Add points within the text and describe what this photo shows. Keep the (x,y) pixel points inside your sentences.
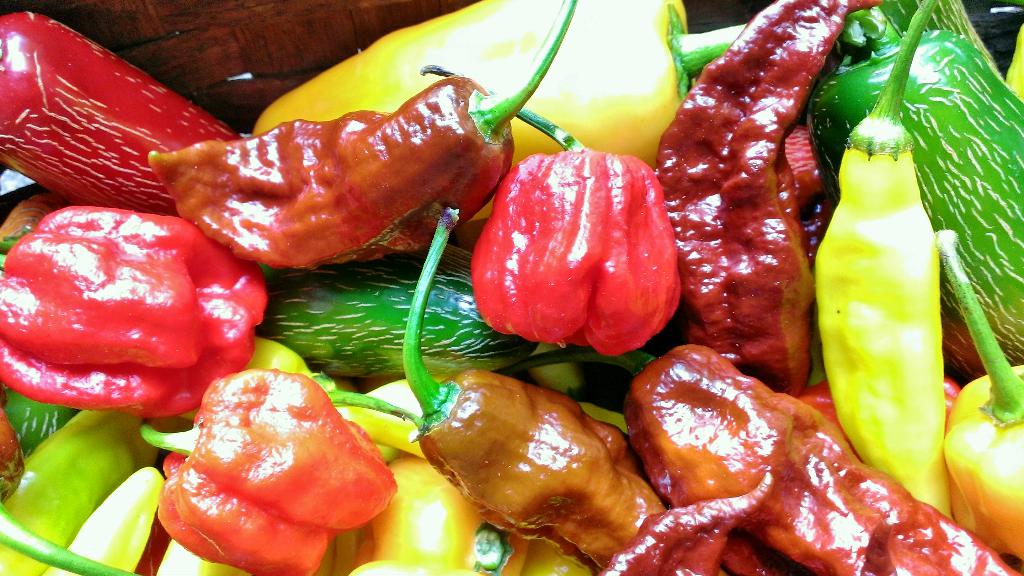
In this picture we can see green chili (473,342), red chilies (671,219) and other vegetables (863,222) on the basket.
